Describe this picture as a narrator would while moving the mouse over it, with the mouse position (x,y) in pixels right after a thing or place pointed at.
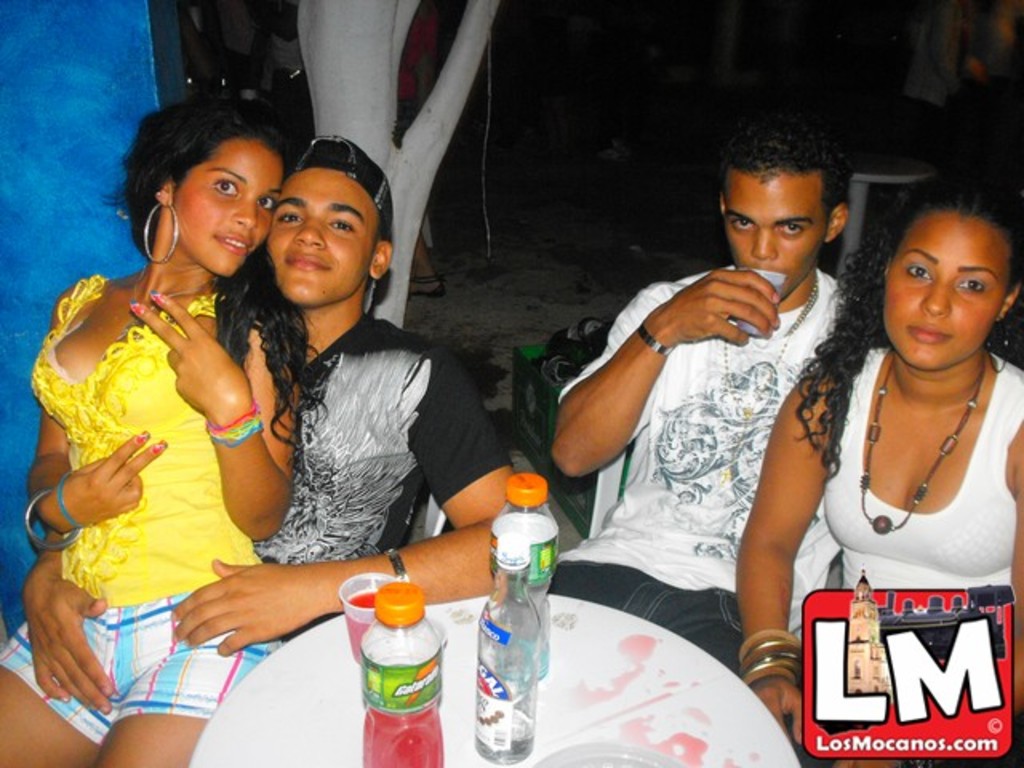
In this image there are two woman (252,415) and two men (683,307). Image also consists of three bottles (494,593) and one glass (358,614) of red liquid (367,600) placed on the white table (653,697). In the background (350,43) bark (341,56) is visible and there is also a blue color wall (112,118) on the left (92,181).
